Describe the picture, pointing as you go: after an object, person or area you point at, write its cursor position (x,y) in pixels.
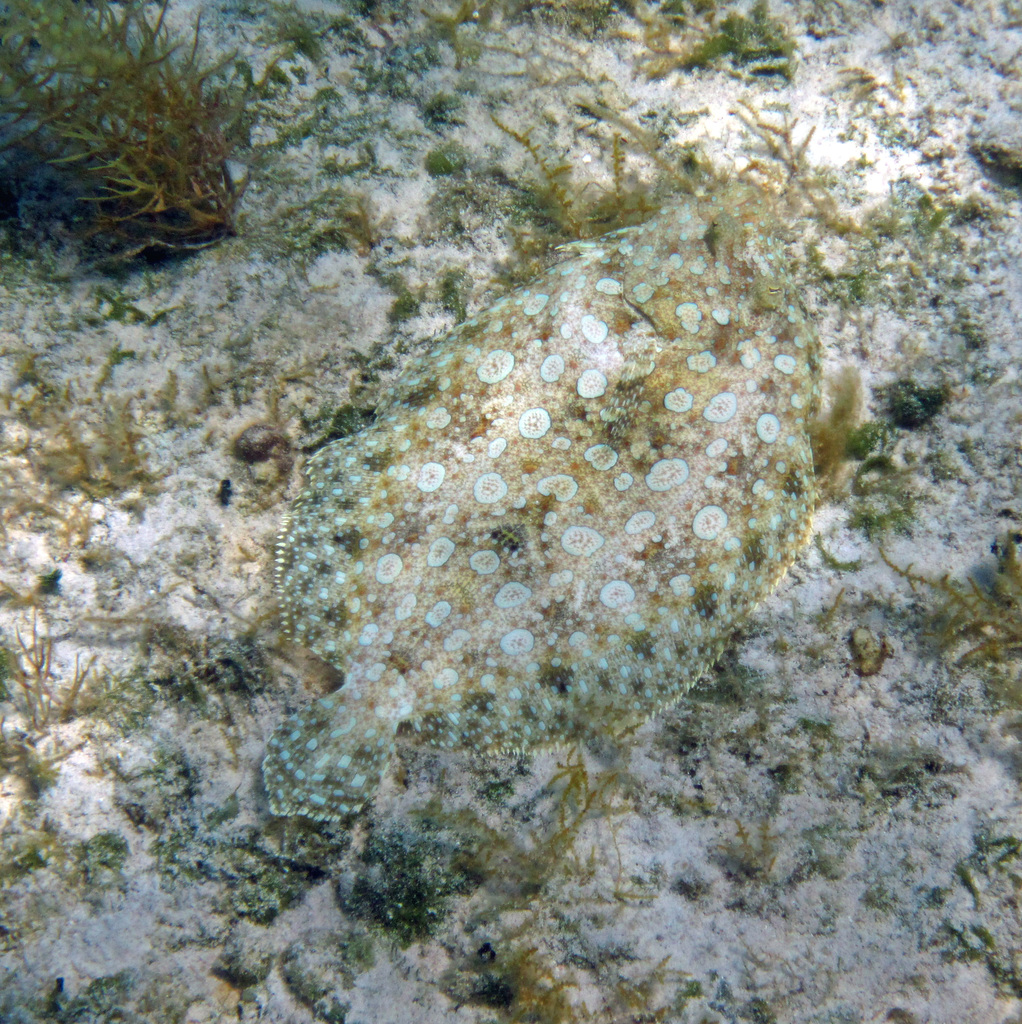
Here we can see a sea animal (587,577) and plants (355,421).
